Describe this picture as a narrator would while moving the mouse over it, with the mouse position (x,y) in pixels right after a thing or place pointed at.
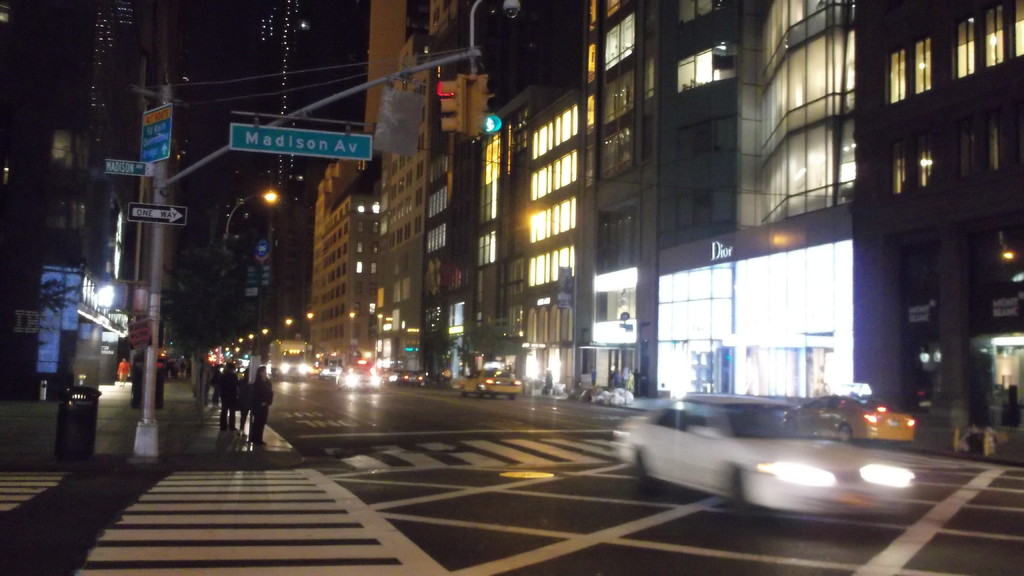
In this picture we can see few people (265,398), sign boards (165,209), poles (160,194) and vehicles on the road (448,472), in the background (303,286) we can find few buildings (426,172) and lights (556,253).
